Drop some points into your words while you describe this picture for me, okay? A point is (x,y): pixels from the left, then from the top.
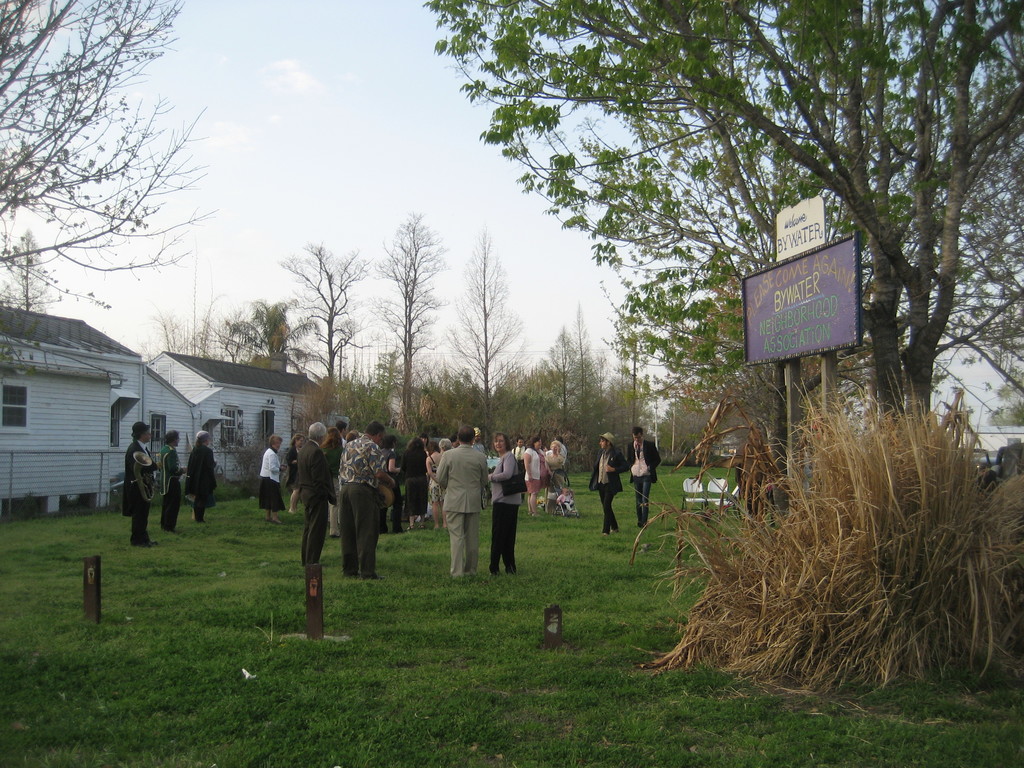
In this image there are a few people (307,483) standing on the surface of the grass (228,503), behind the people (275,470) there are houses (272,429) and trees (506,390).
